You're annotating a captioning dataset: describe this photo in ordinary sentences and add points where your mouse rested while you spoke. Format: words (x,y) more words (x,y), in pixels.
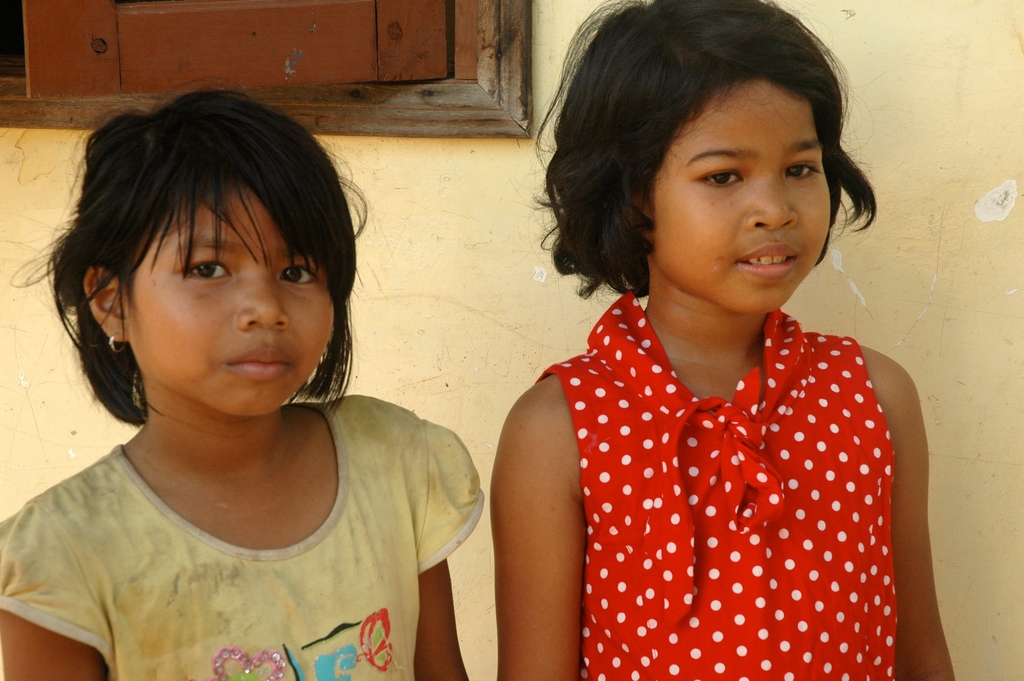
In this picture we can see two girls (417,489) standing. At the back of them we can see an object (457,113) and the wall (918,246).
